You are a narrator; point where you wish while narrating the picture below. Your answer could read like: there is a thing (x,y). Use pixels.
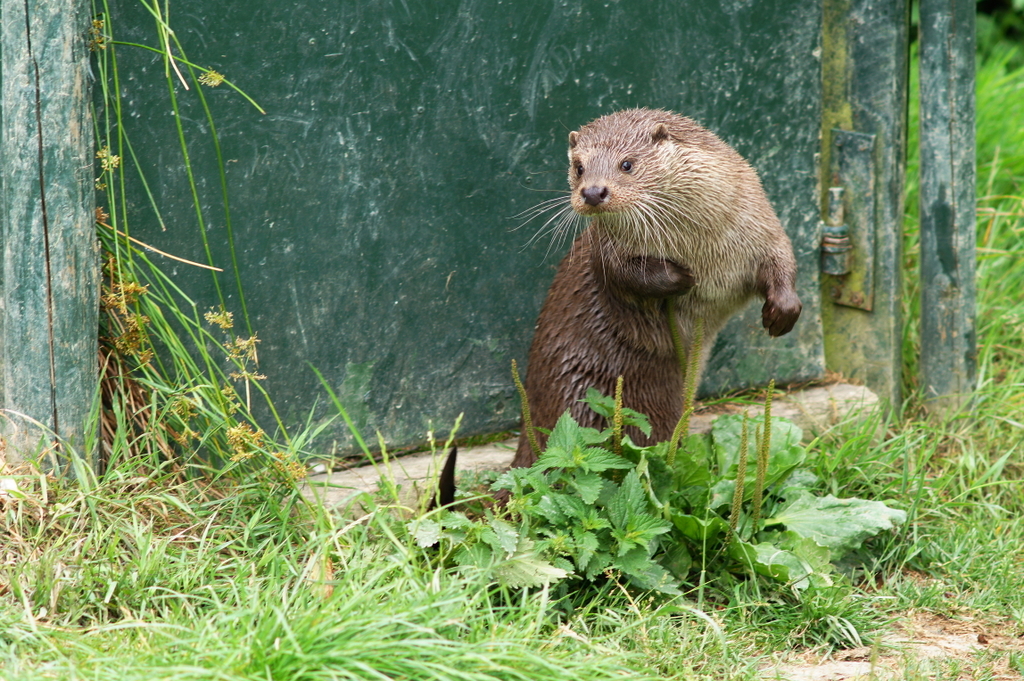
In this image we can see an animal (634,433) on the ground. We can also see some grass (446,609), plants (556,518), some wooden poles (9,441) and a wall (413,322).
